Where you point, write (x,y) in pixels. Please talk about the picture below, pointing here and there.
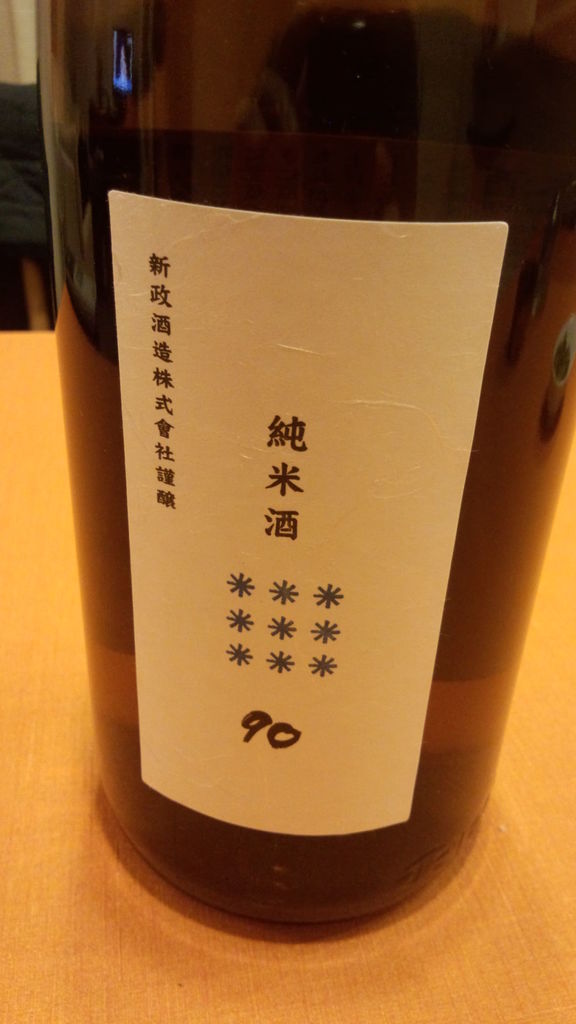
In this image there is bottle (357,653) kept on the table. There is a sticker (161,376) on the bottle (167,545) and it is written as Nine Zero, Ninety.
